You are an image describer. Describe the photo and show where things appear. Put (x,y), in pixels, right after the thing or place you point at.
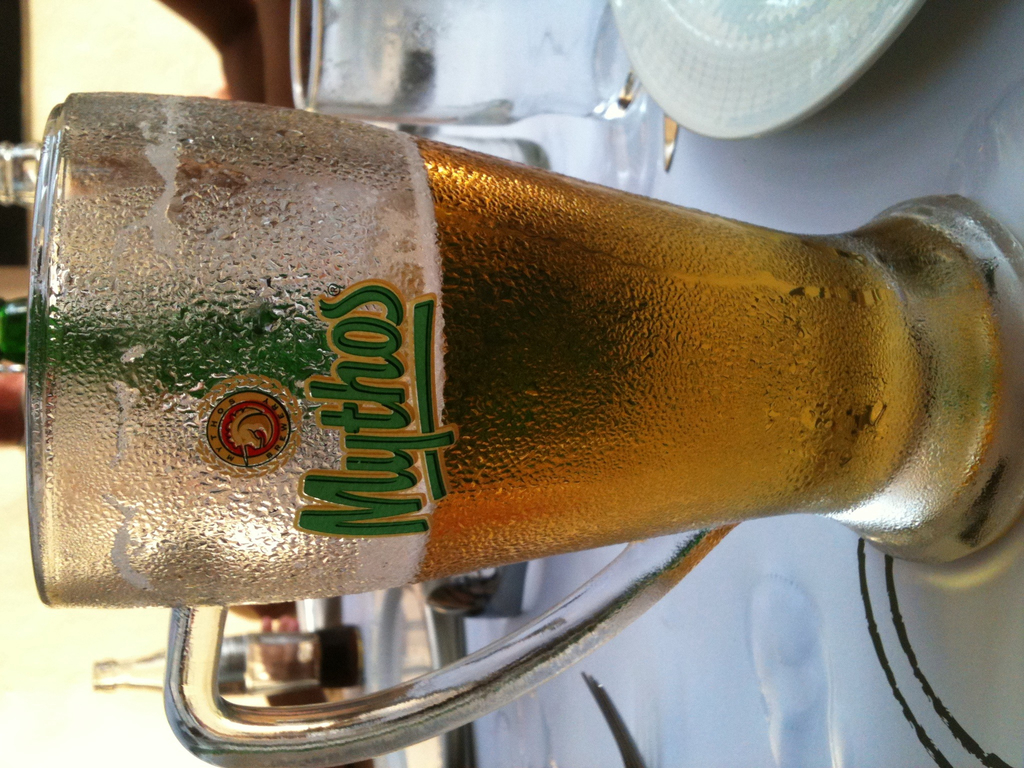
In this picture we can see a plate (661,71), glasses (527,265), bottles (262,633), fork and these all are placed on tables (555,710) and in the background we can see some objects (403,640).
